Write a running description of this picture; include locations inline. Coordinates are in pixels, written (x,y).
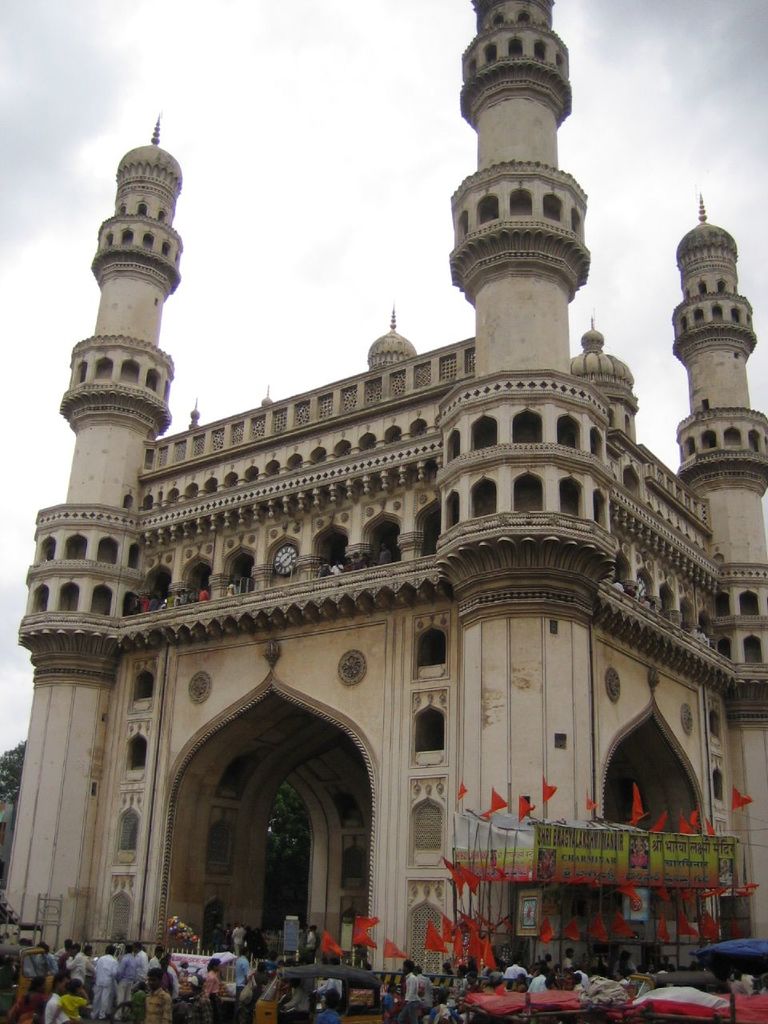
In the picture we can see an historical monument (367,767) with architecture (421,916) to it with four minarets (755,568) to it and near it, we can see a temple (700,916) with some orange color flags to it and many people (249,1014) are standing near it, in the background (390,112) we can see the sky (394,124) with clouds (192,84).
